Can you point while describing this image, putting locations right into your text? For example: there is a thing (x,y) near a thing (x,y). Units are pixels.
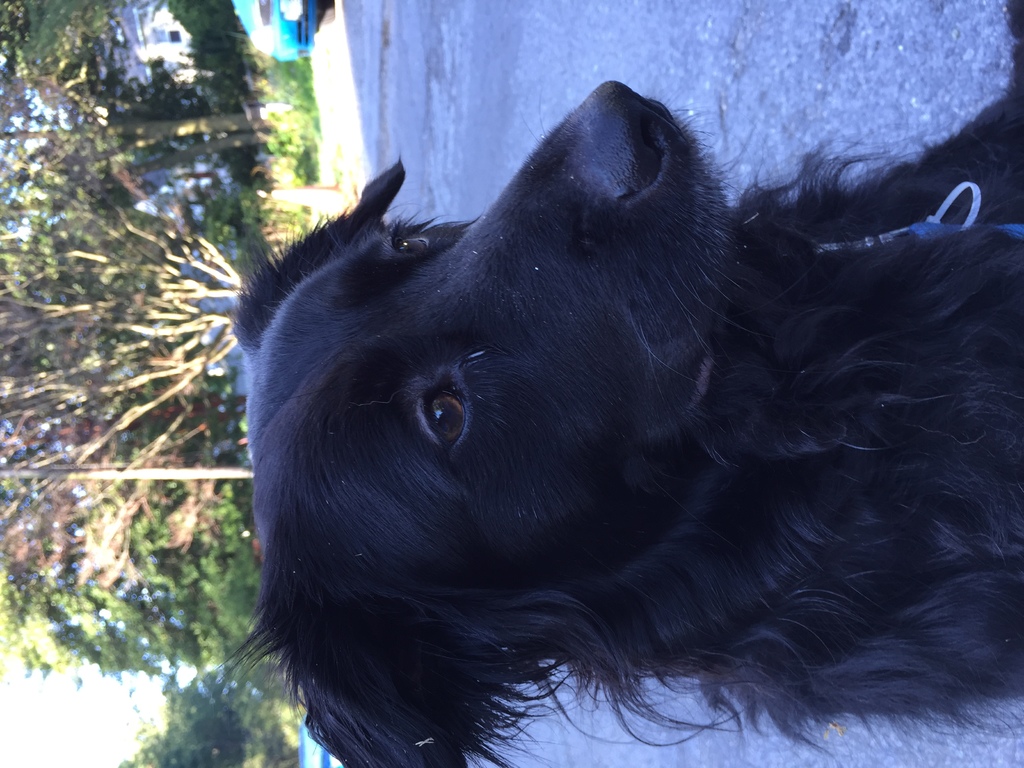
In this picture we can see a dog (851,385) on the road (965,13) and in the background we can see a vehicle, pole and trees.
